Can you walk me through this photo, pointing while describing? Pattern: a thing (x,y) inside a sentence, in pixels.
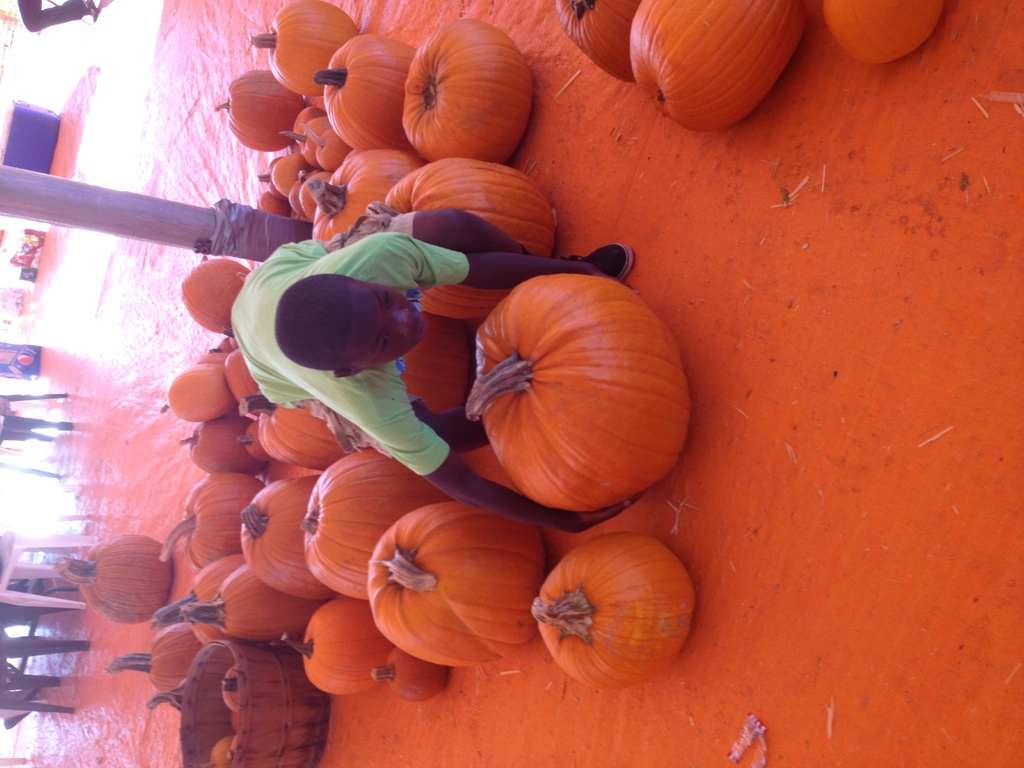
In this image I can see number of orange colour pumpkins (562,471), a container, few chairs (7,609) and here I can see a person (403,273) in green colour dress (445,265).
